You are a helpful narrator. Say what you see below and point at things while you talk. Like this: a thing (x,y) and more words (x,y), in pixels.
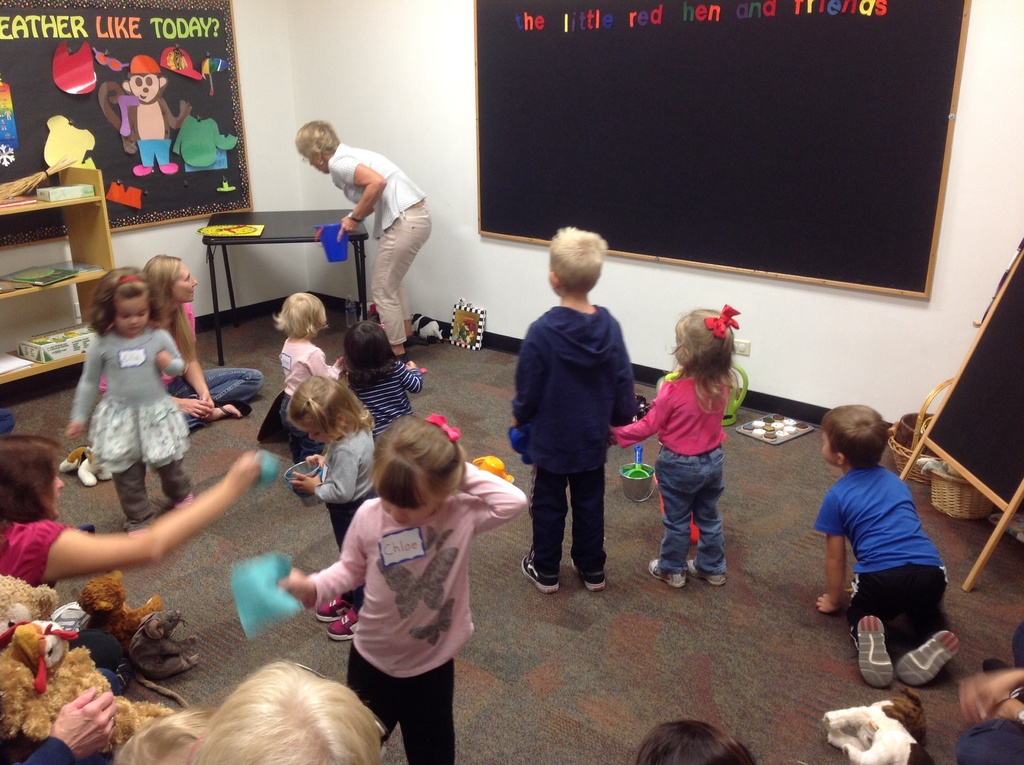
Here in this picture we can see number of children (435,436) standing and walking and crawling all over the place and we can see some women (377,178) standing and sitting on the place over there and we can see teddy bears (36,600) and other toys (161,625) present on the floor (565,538) here and there and we can see tables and blackboards (163,190) here and there and on the left side (188,108) we can see posters (150,190) stuck to the wall (428,77) and we can see some books (48,282) also present in the racks (87,229) over there.
